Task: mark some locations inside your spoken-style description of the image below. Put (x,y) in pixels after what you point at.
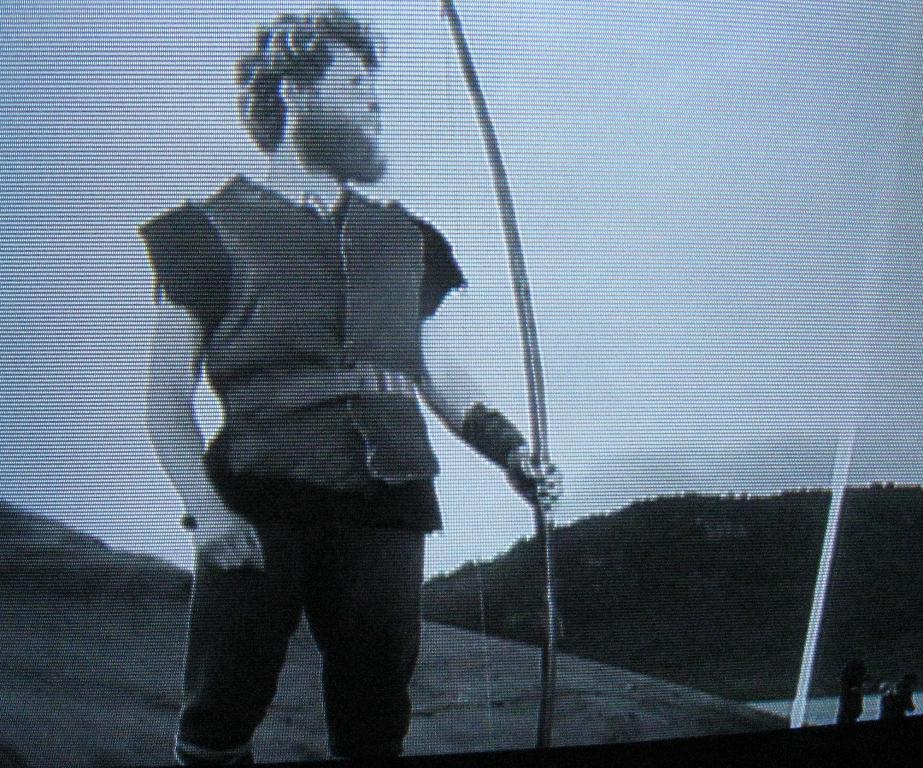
This is a black and white image in this image a person (310,418) holding a bow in his hand (515,469), in the background (681,507) there is a mountain (708,510) and a sky (712,334).
